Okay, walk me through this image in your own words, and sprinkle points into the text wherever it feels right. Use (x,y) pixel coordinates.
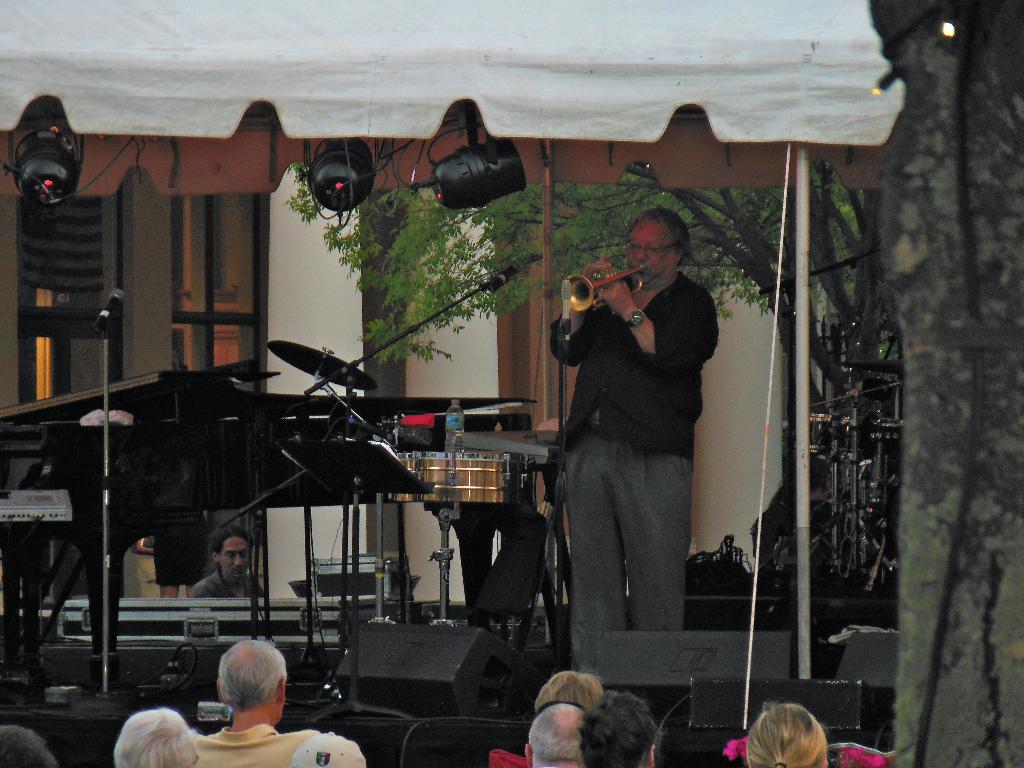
In this picture there is a man (588,467) standing and playing musical instrument (586,282) and we can see musical instruments (473,401), microphones (569,311) with stands (108,562), cables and devices (755,666). We can see lights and tent (804,608). In the background of the image (820,380) we can see a person (228,592), tree (706,207) and wall (311,269). At the bottom of the image (782,729) we can see people heads (6,741). On the right side of the image (956,658) we can see tree trunk (936,367), wire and lights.
